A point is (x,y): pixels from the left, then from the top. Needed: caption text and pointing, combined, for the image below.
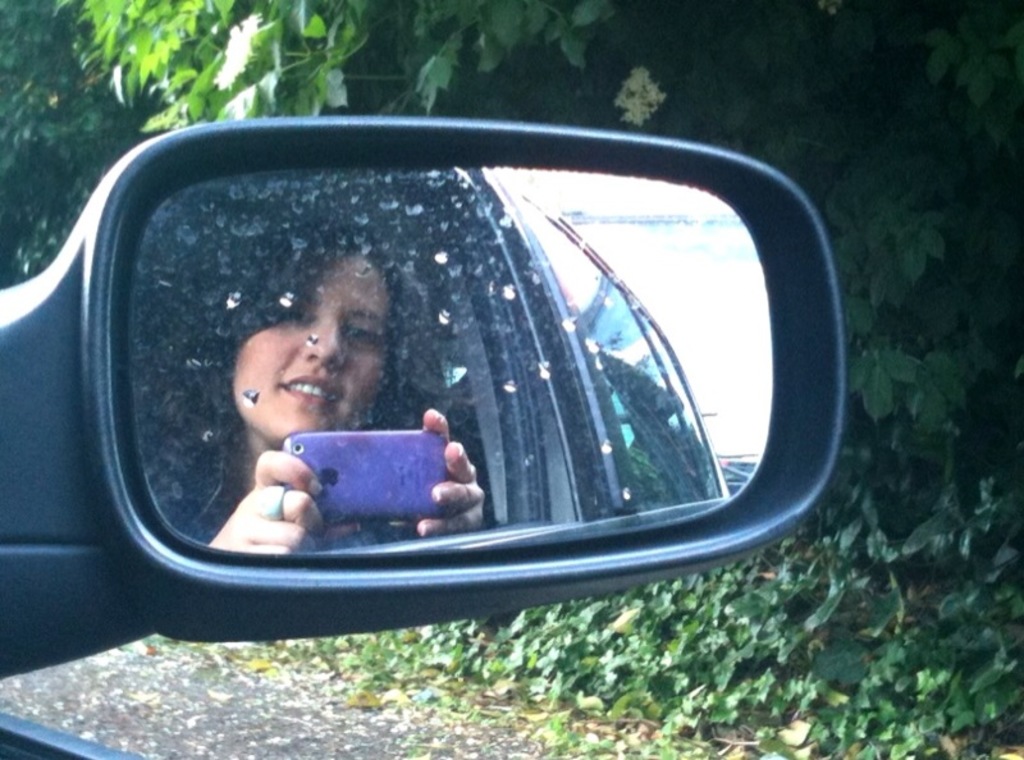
In this picture we can see a woman (366,530) taking a picture of herself using a mobile phone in the rear mirror (608,258) of a car (379,587).
